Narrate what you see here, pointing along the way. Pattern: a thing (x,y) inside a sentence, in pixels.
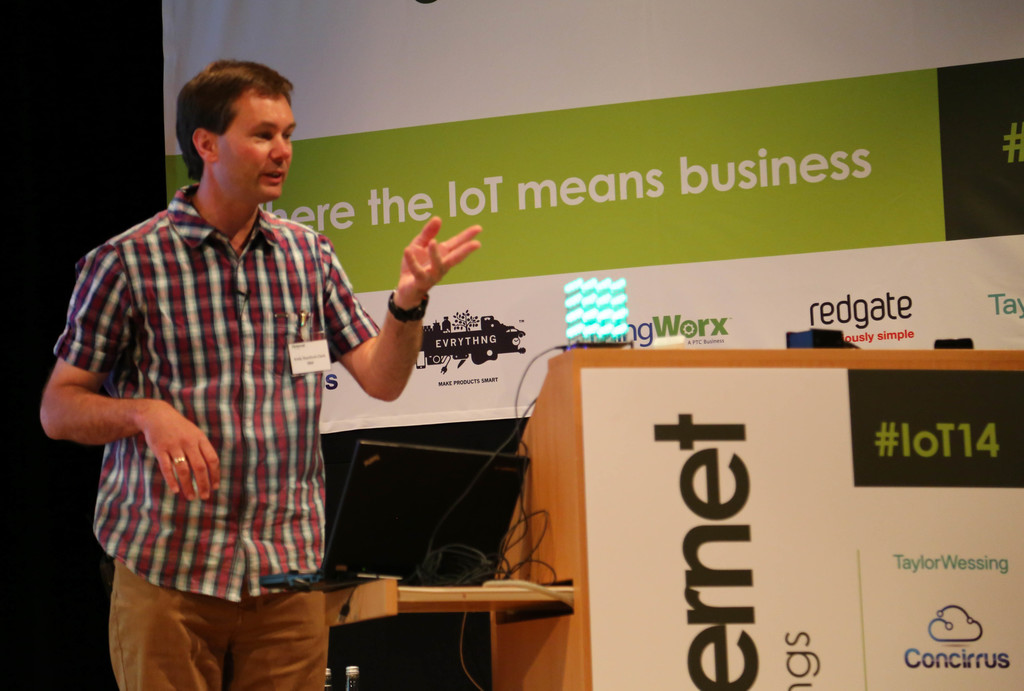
This picture might be taken inside a conference hall (830,555). In this image, on the left side (240,300), we can see a man (214,392) standing in front of the table (478,599). On that table (493,600), we can see a laptop (390,575) and some electrical wires (435,567). On the right side (894,374), we can see a podium (968,384), on that podium (999,363), we can see some lights (605,340). In the background (693,93), we can see a hoarding (459,150) and black color.
